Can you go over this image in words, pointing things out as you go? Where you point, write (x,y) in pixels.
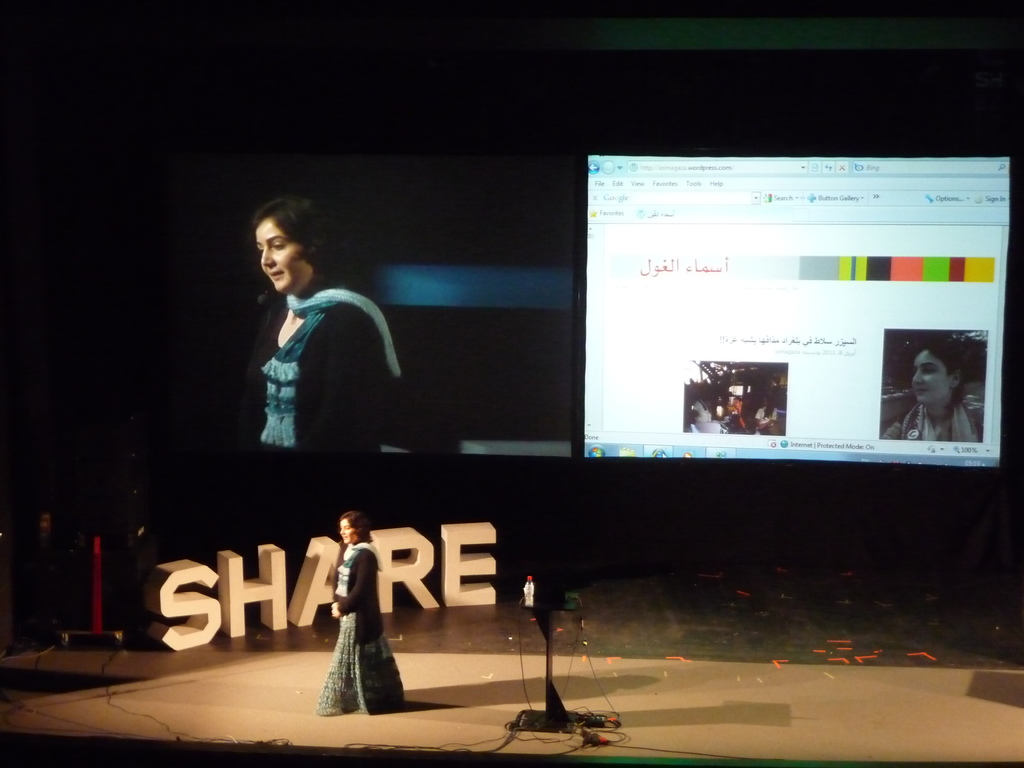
This is image in this image there is a lady (372,653) standing on a stage (213,652), in the background (187,575) there is text (395,529) and on the screens (370,361) there is a lady (367,371) and a monitor (616,223).
